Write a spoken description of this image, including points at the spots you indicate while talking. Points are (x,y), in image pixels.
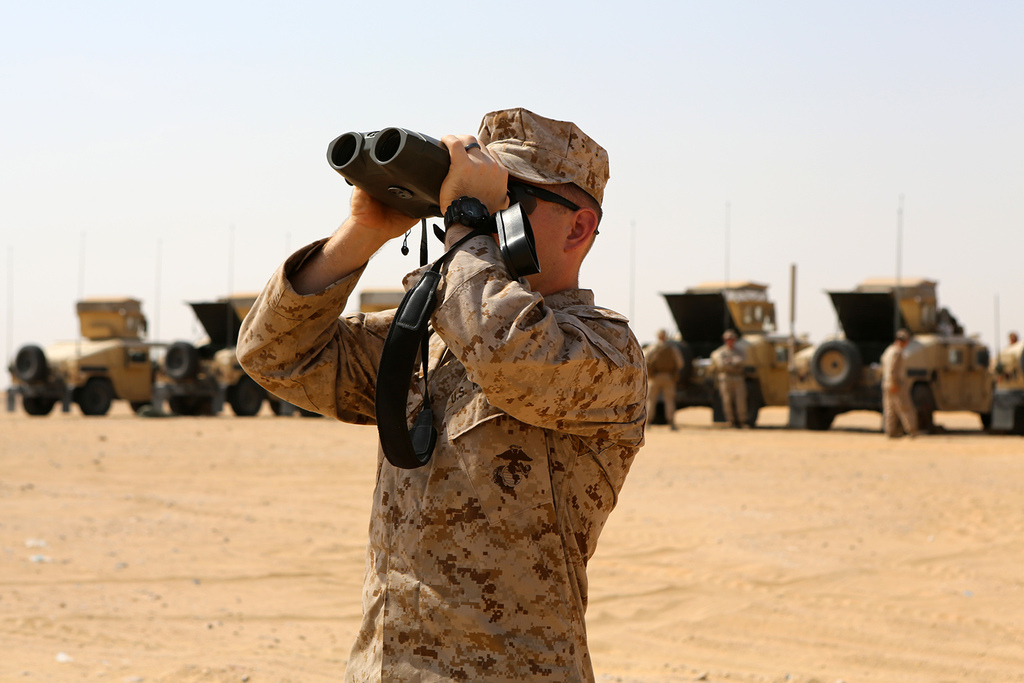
In the center of the image (510,405) we can see a man (451,554) standing and holding binoculars (408,195). In the background (981,384) there are vehicles (696,314) and we can see people (890,388). At the top (656,169) there is sky (69,5).
